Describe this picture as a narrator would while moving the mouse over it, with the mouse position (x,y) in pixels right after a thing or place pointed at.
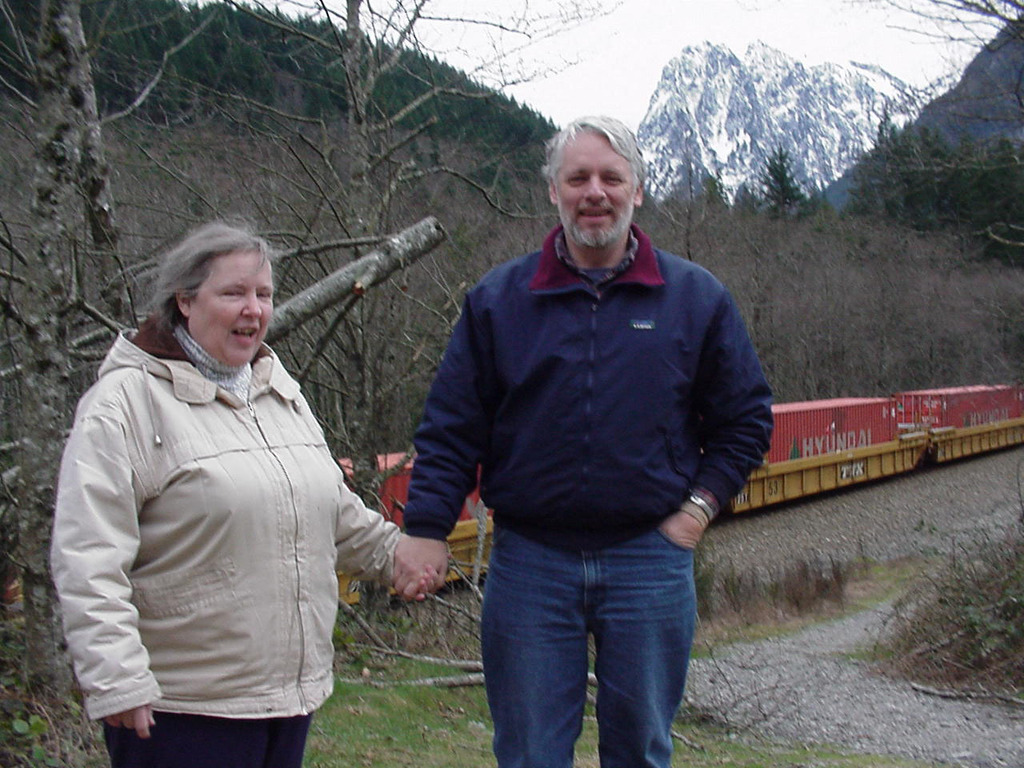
In this image I can see a woman (212,401) and man (644,401) and they both are smiling and standing on the ground (351,708), back side of them I can see the hill (696,91), tree (802,288) and grass (410,718) and I can see a red color train (851,451) visible in the middle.
